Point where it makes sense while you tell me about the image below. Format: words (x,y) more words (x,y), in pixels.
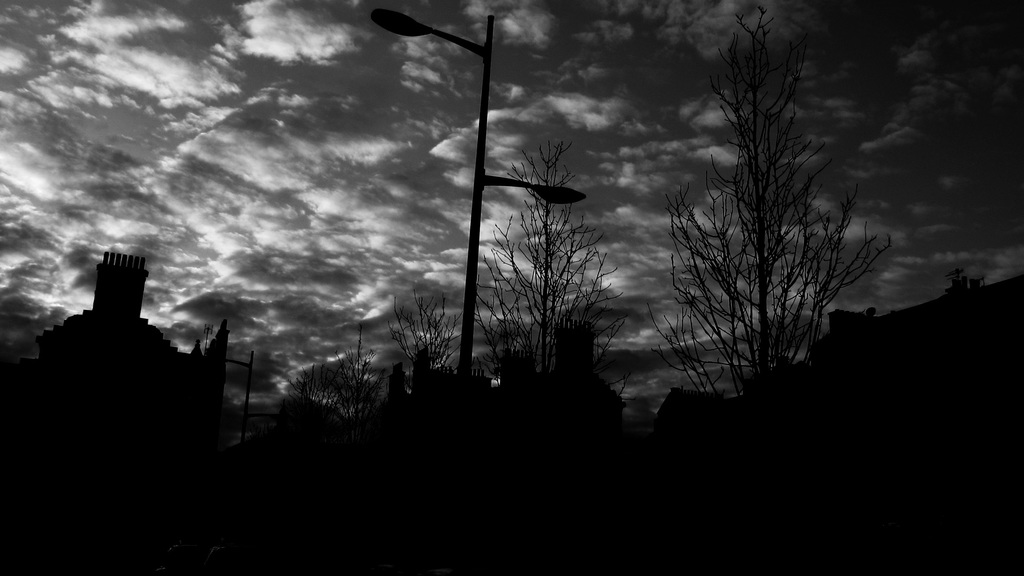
This is a black and white image where we can see trees (766,288), buildings (105,417), pole (475,264) and street light (444,34). In the background (530,59), we can see the sky (664,155) with clouds (270,187).
